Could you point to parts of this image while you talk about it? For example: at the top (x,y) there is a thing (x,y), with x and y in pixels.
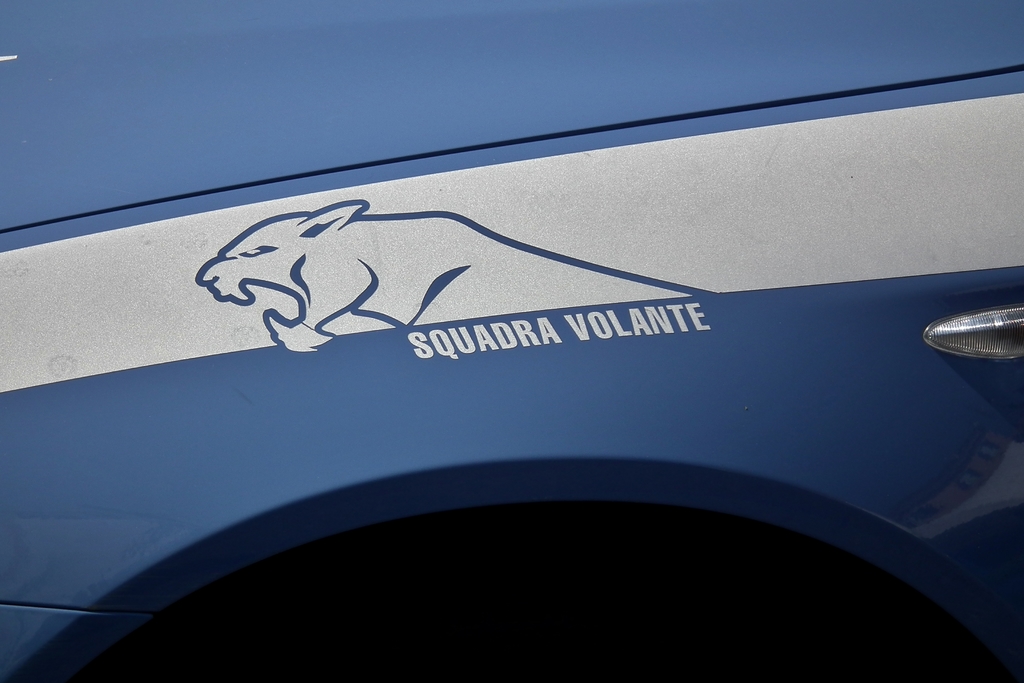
It is the body (585,398) of a vehicle (671,354) in blue color, there is a drawing (376,315) of a jaguar (361,298) in it.
